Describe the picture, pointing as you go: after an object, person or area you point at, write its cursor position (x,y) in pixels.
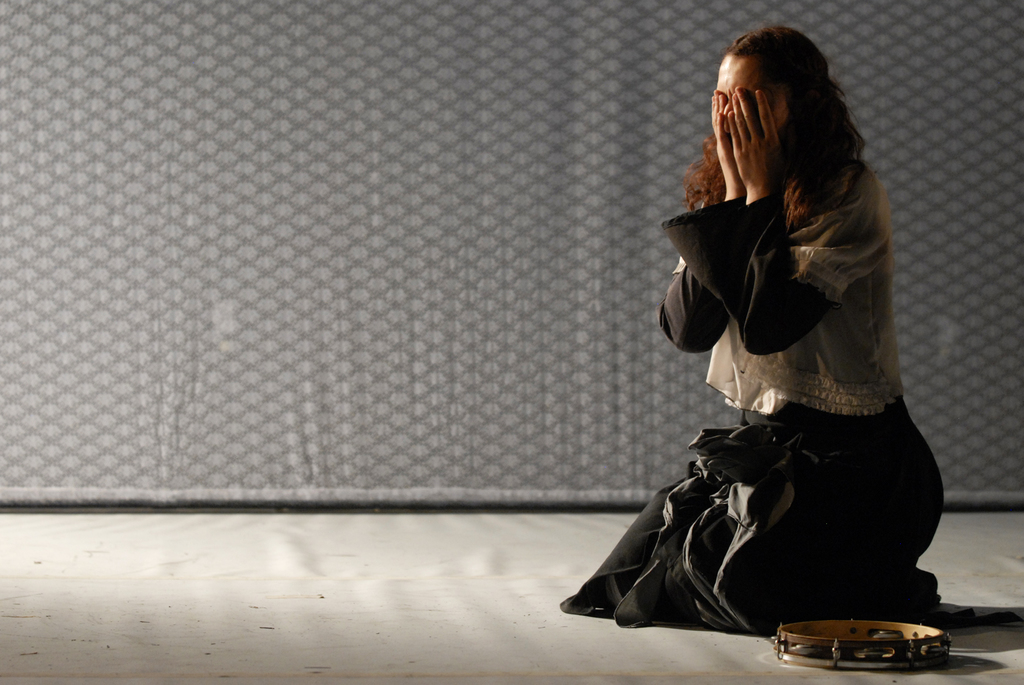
In this picture there is a girl (716,309) sitting on the ground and crying. Beside we can see the small drum (858,651) on the floor (489,519). Behind there is a fabric design curtain (252,389).
